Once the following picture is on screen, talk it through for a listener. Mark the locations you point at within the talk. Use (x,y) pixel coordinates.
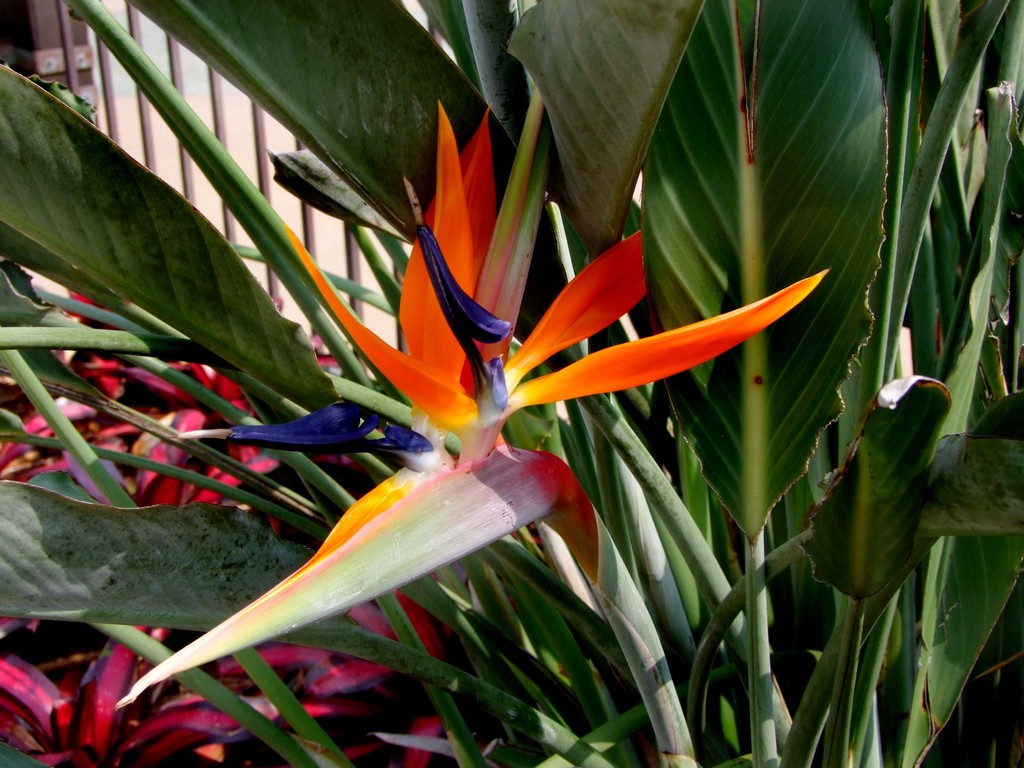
In the image we can see some plants (388,209) and flowers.
